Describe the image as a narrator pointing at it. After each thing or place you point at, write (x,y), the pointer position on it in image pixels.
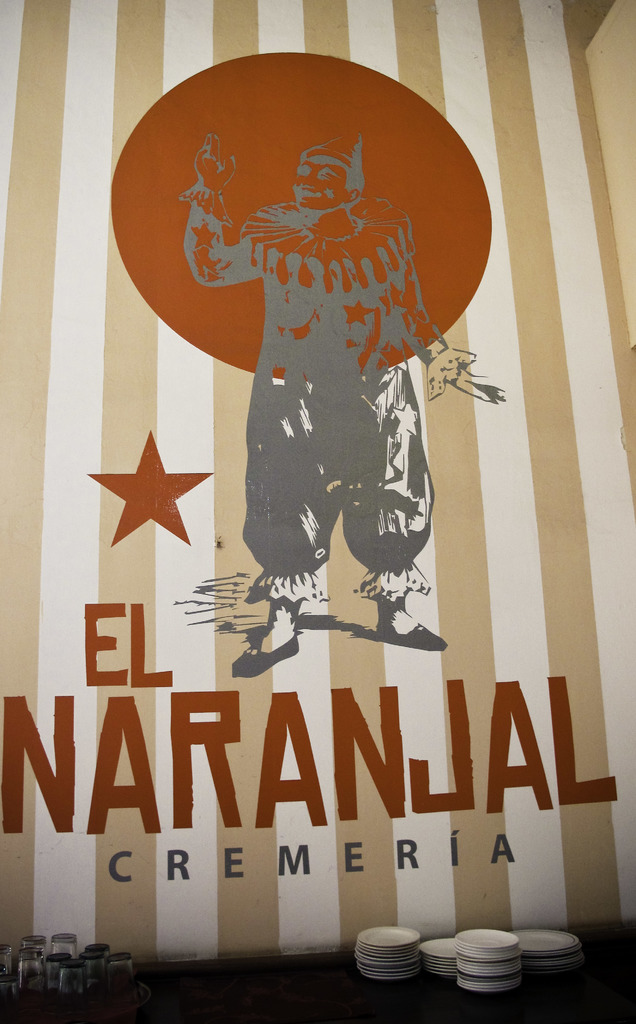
In the foreground of this image (383,952), at the bottom (113,991), there are glasses (131,972) and platters (478,953). Behind it there is paint (433,516) on the wall (443,454).
